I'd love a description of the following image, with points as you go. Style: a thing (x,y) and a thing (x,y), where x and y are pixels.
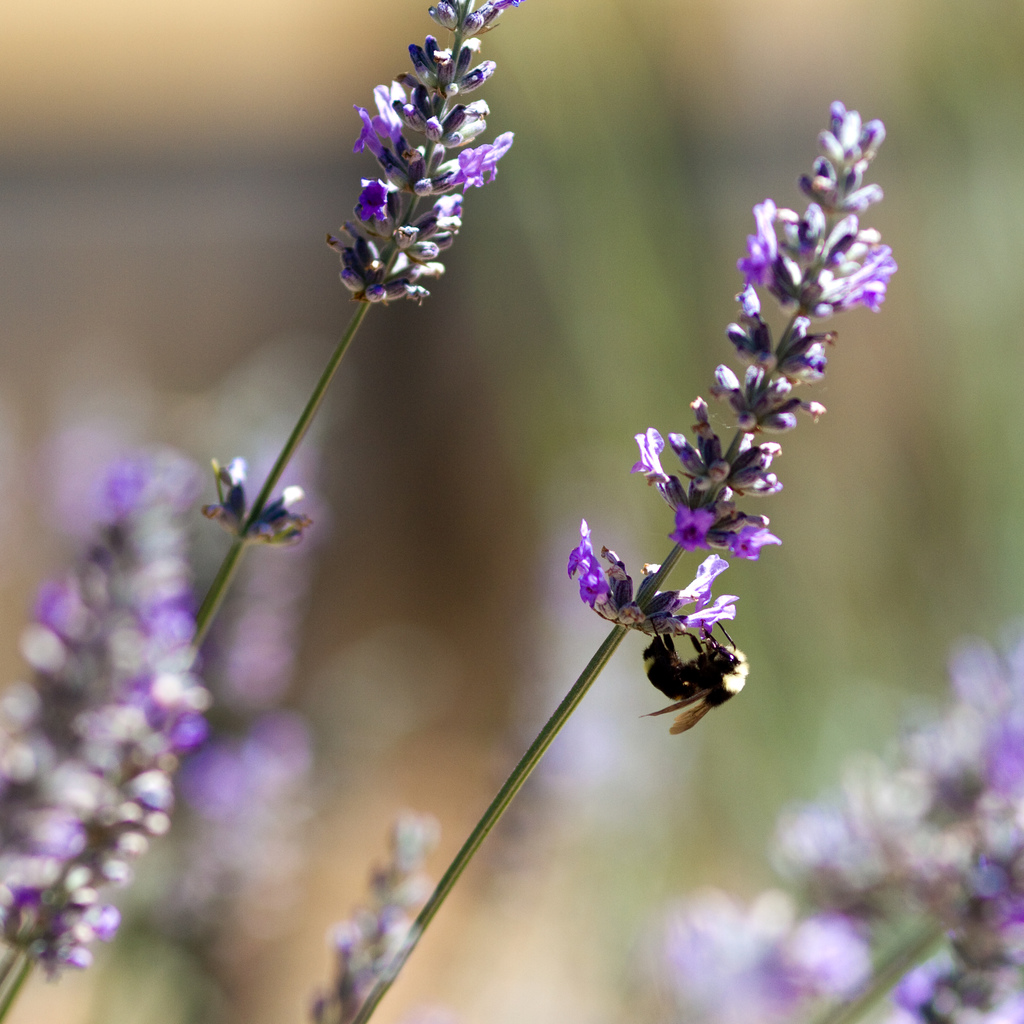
In this image there are small flowers (671,493) in the middle (668,566).
